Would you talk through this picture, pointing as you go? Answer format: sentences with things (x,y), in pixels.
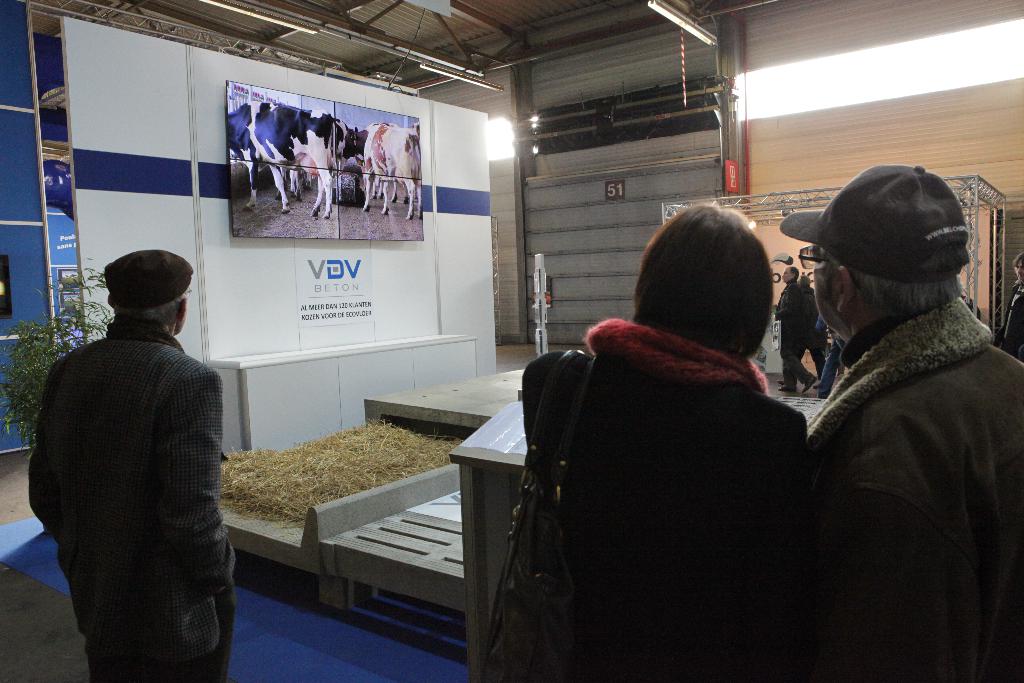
In this image I can see there are persons (695,329) standing. And there is a grass (365,459) and a board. On the board (292,154) there is an image (320,184) of animals (348,150). And there are trees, Shed (723,90) and lights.
